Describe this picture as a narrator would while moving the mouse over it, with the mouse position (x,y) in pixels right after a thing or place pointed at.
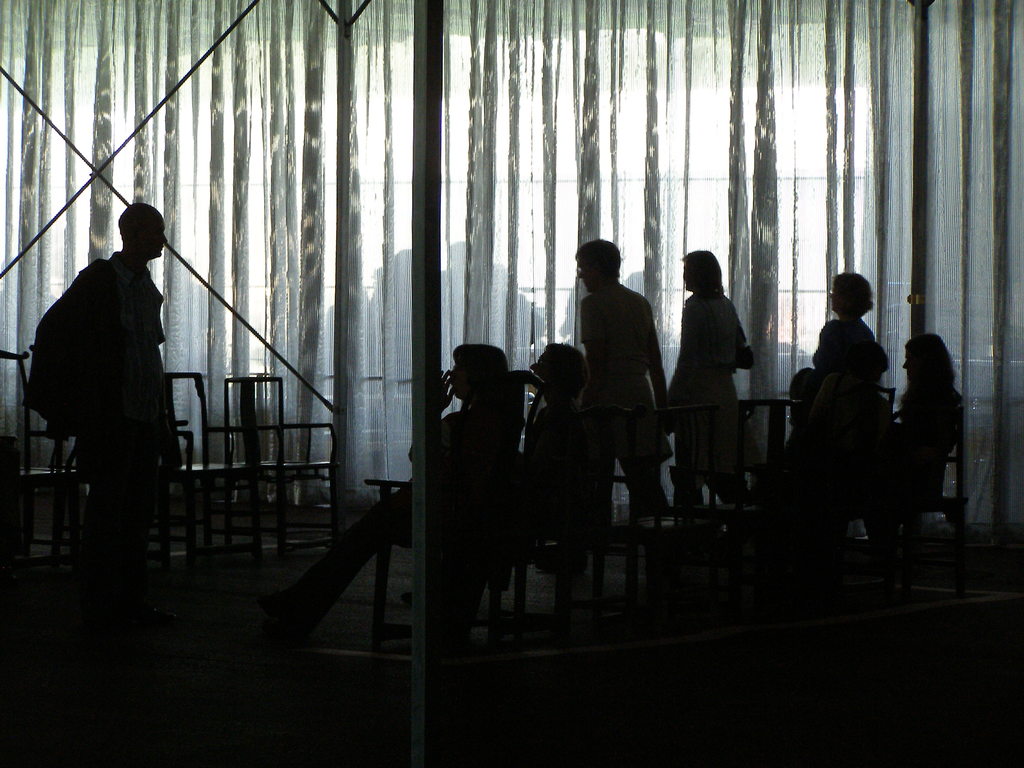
In the picture I can see people (547,473) among them some are standing and some are sitting on chairs (623,538). In the background (345,204) poles (414,183), chairs (383,484) and some other objects (323,499). This image is little bit dark.
